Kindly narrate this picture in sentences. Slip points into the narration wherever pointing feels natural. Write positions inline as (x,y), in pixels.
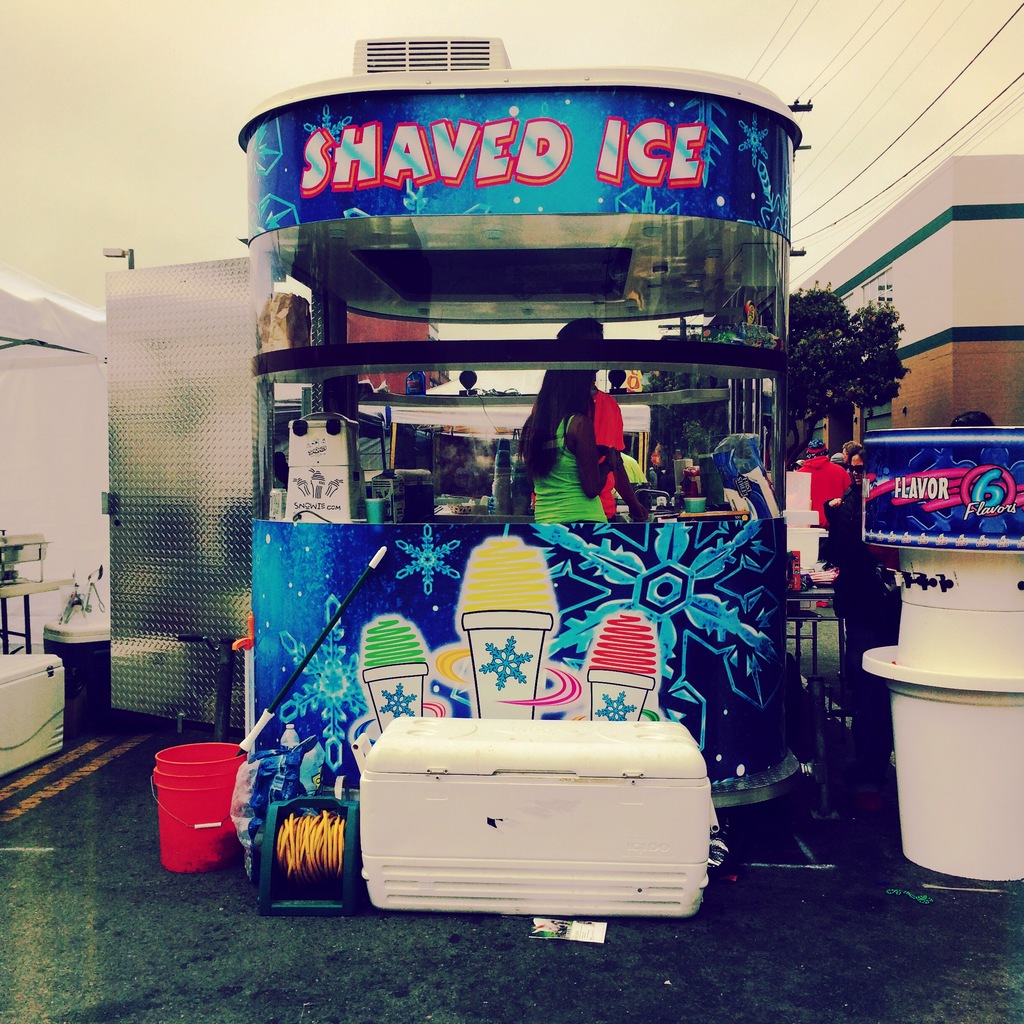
Here we can see box (545,745) and bucket (192,753) and we can see stall (590,304), inside the stall (586,364) there are two persons (606,440). Background (701,419) we can see people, trees (847,376), wires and sky (230,113).
